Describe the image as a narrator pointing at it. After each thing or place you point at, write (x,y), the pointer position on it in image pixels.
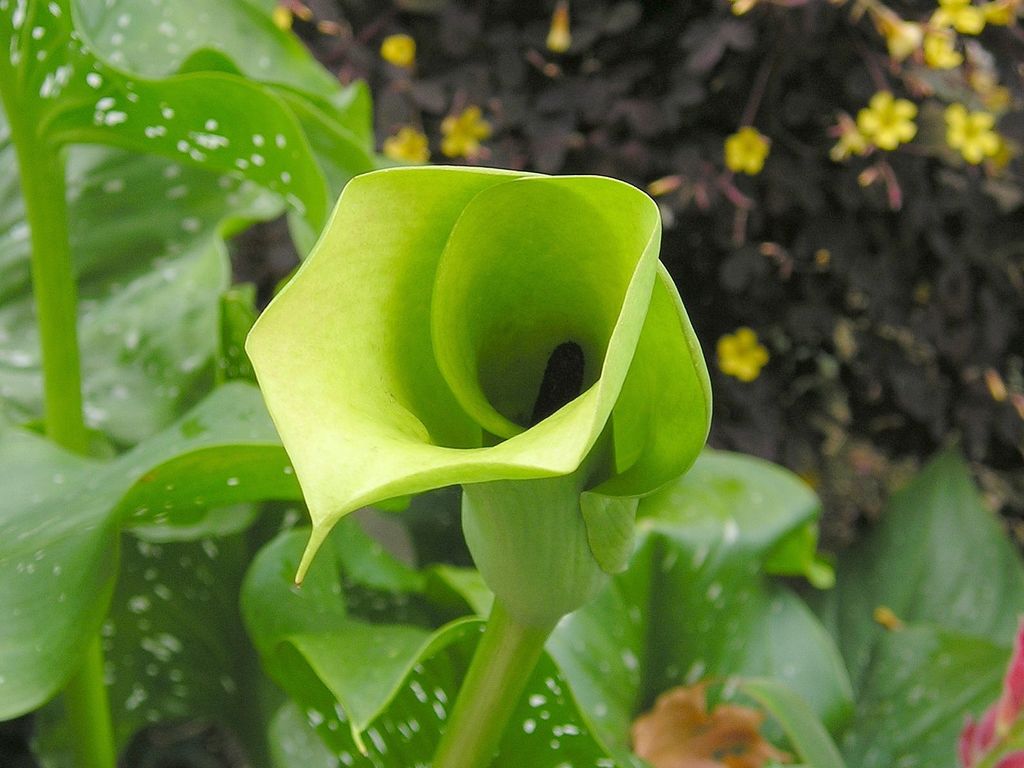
In this image I see green leaves (61,49) and I see flowers (947,46) over here which are of yellow in color and I see the black thing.
